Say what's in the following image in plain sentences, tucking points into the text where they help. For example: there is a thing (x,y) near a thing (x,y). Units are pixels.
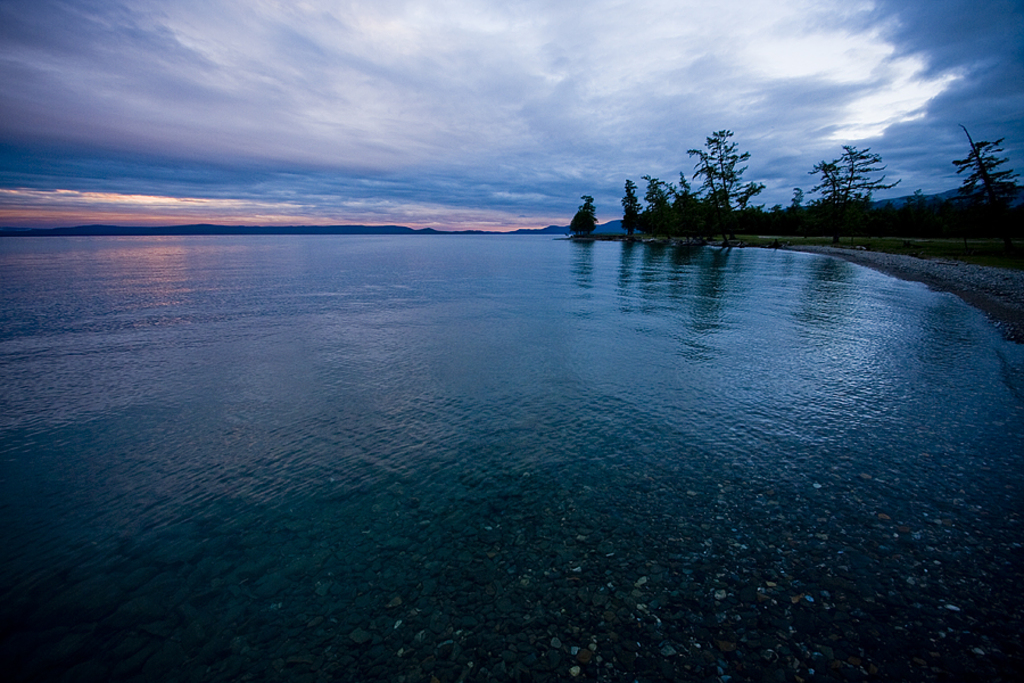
In the foreground of the picture (483,283) and towards left (314,425) there is a water body (483,369). On the right (1010,248) there are trees (871,220) and land (923,257). In the background (118,235) there are hills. At the top (232,96) it is sky (816,150).
